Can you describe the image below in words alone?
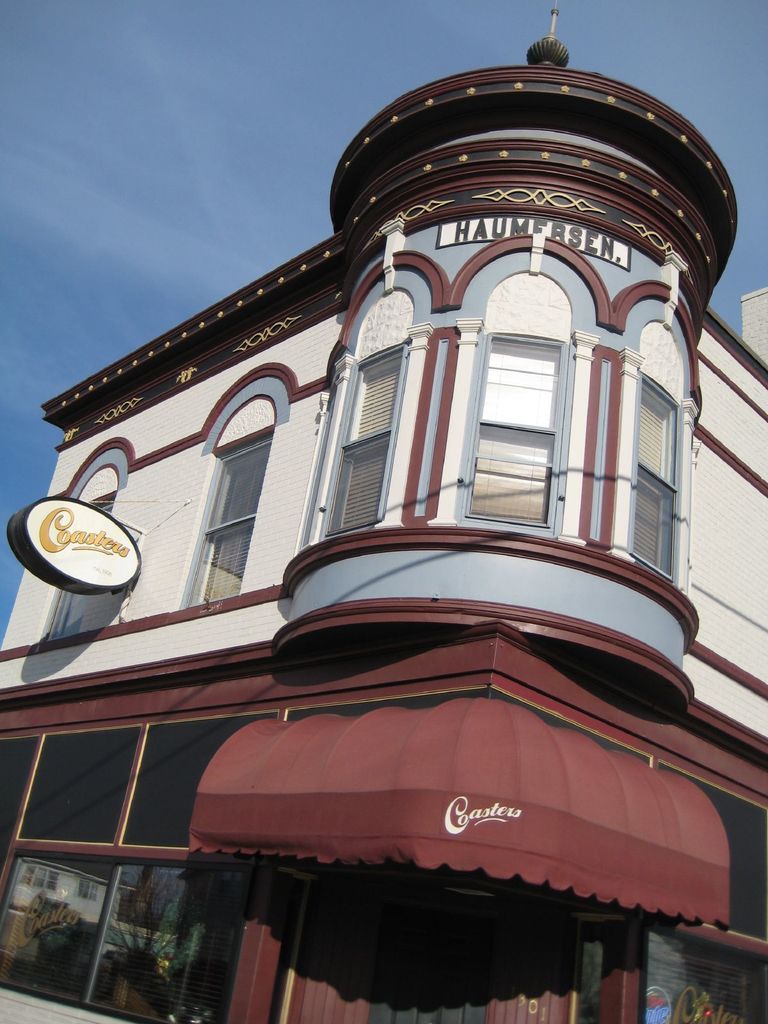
In this picture we can see a building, windows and we can see sky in the background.
